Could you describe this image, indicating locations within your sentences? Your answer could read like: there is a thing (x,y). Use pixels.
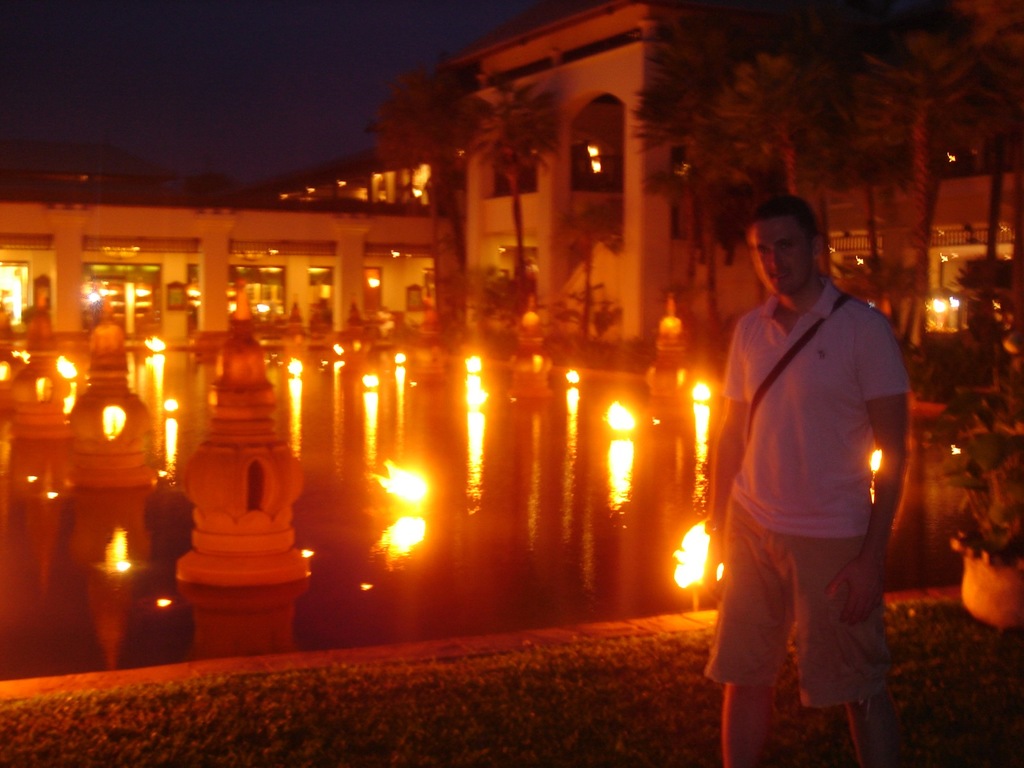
On the right side of the image (821,590) we can see a man (817,532) standing. In the background (443,531) there is water (451,543) and we can see lights (468,362). There are buildings (274,282) and trees (989,280). On the right (1023,516) we can see a plant (1005,441). At the bottom (418,733) there is grass (425,733). At the top (279,68) there is sky (377,79).
